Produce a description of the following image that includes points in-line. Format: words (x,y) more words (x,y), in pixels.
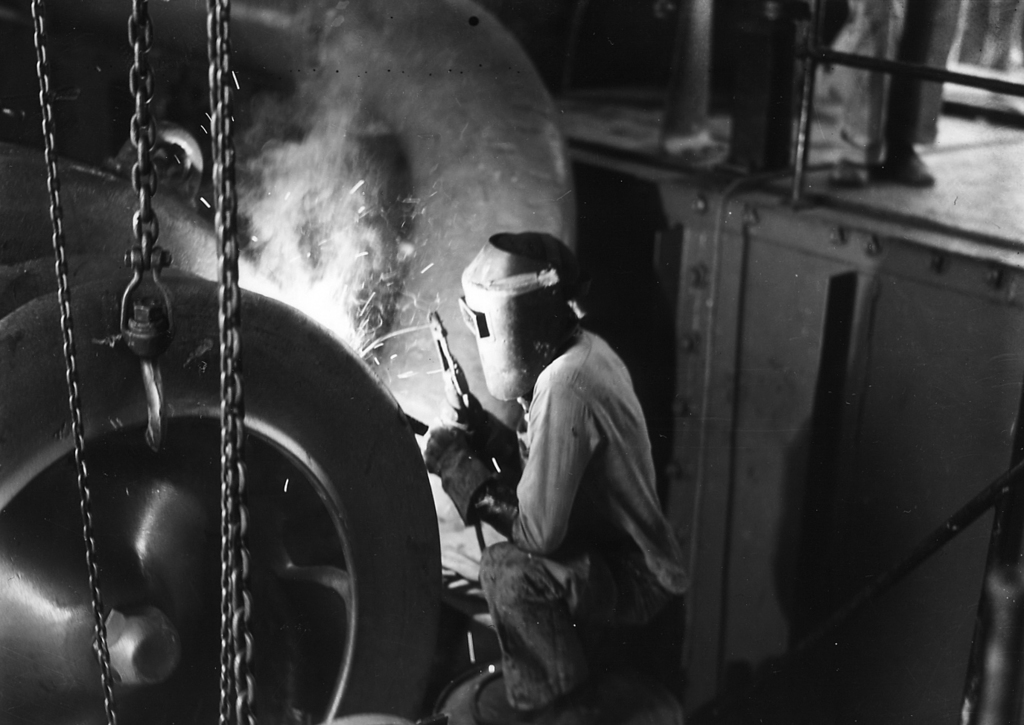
In the center of the image (621,405) we can see a person (589,443) holding an object (448,370) and wearing a helmet (520,336). On the left (329,485) there is a machine (165,473) and we can see chains (212,22). In the background (818,361) there is an equipment (782,350).
